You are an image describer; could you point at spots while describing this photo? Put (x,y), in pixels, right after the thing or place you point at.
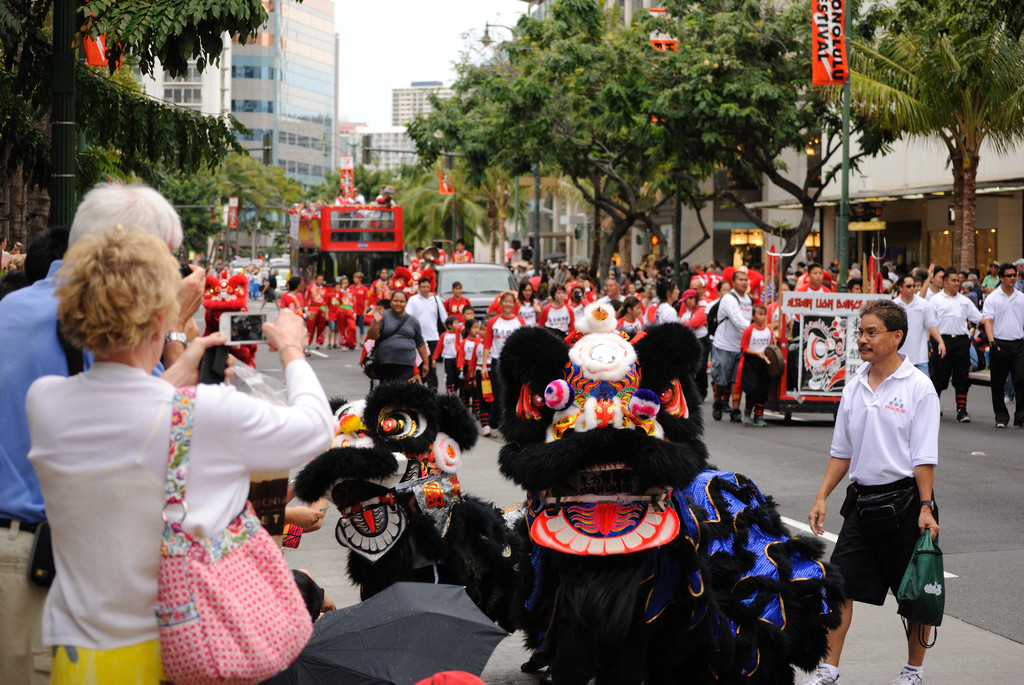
In this picture we can see a woman (129,663) who is holding a mobile phone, besides her we can see lion dancing persons (536,482). In the right (915,319) we can see group of persons (638,295) doing march with holding a banner (838,353). At the back (399,253) we can see red bus (341,224), cars (246,262) and other vehicles (463,284). Here we can see street lights (846,50), banners (838,72), posters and other objects (844,142) near to the trees (729,160). On the background (946,192) we can see many buildings (301,154). On the top (463,49) there is a sky (447,10).
